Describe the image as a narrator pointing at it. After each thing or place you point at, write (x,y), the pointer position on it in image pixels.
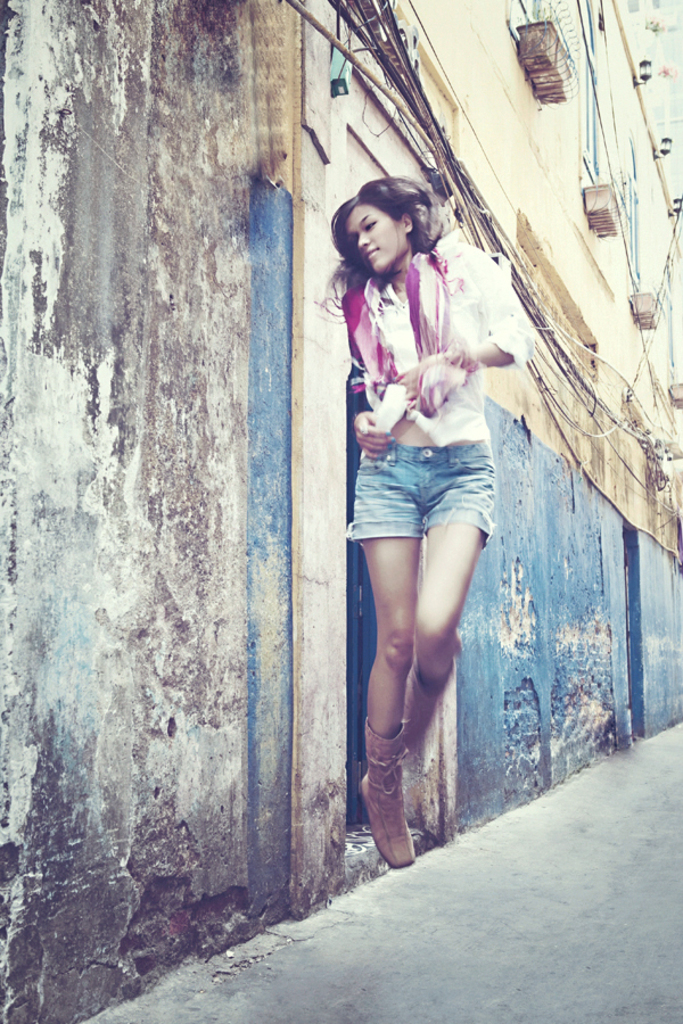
In this picture I can see there is a woman (408,379) and she is wearing a shirt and a jeans (391,506). In the backdrop (425,40) there is a wall (425,40).
